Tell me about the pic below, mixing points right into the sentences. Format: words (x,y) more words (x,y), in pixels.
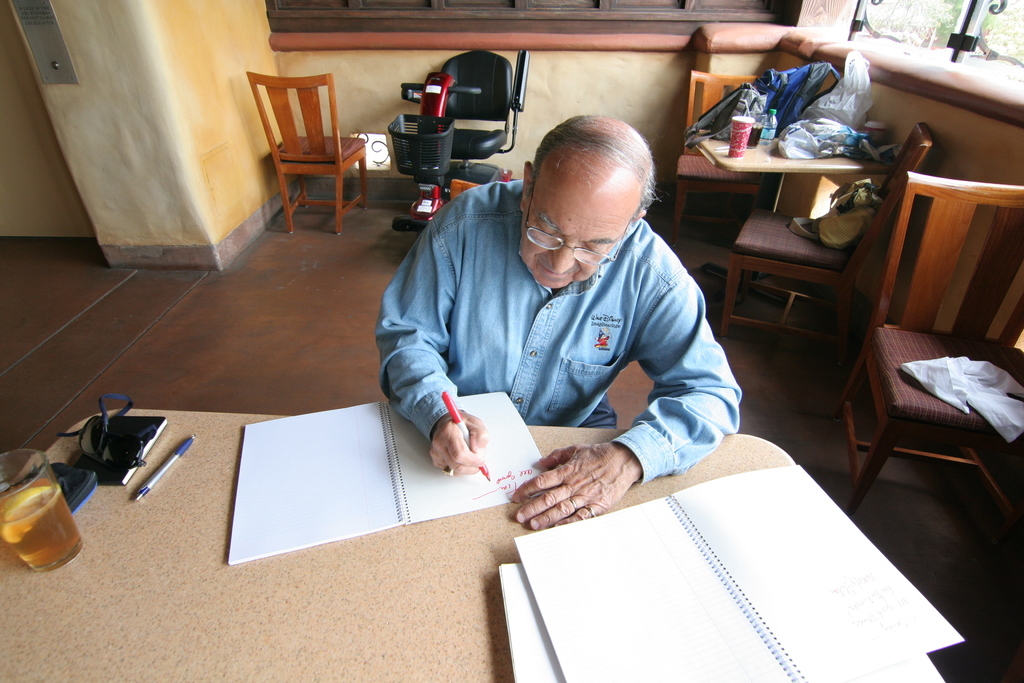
In this image we can see a person (541,365) wearing blue color shirt (564,367) sitting on a chair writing something in book (306,514) and there are some books (496,475), glass (58,498), pen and some other items (77,493) on table (344,544) and in the background of the image (696,155) there are some chairs (787,220), table (779,159) on which there are some objects (762,137) and there is a wall (318,58).
